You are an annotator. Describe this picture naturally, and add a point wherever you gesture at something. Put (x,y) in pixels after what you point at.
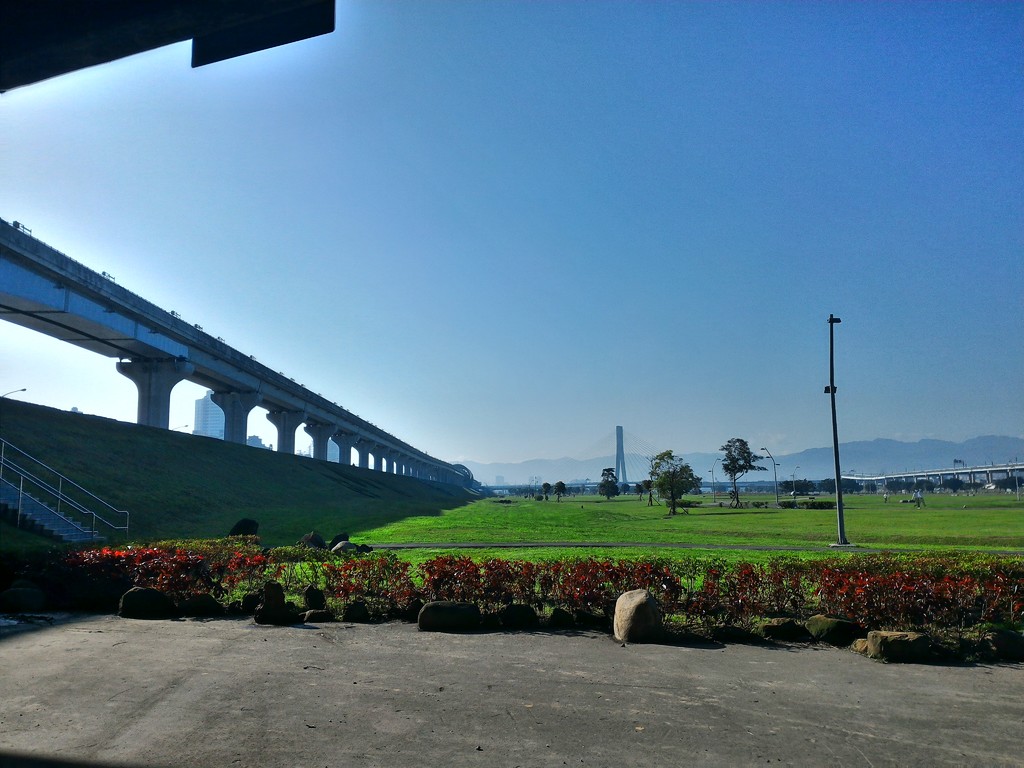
In the picture we can see a part of the path (515,722) and near it, we can see some rocks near to it, we can see some plants (372,583) and behind it, we can see a grass surface (394,516) and on it we can see some poles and some trees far away and beside the grass surface (1005,549), we can see some steps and railing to it and we can see a bridge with a pillars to it and beside it we can see a building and in the background (595,75) we can see some hills (885,455) and the sky (795,411).
